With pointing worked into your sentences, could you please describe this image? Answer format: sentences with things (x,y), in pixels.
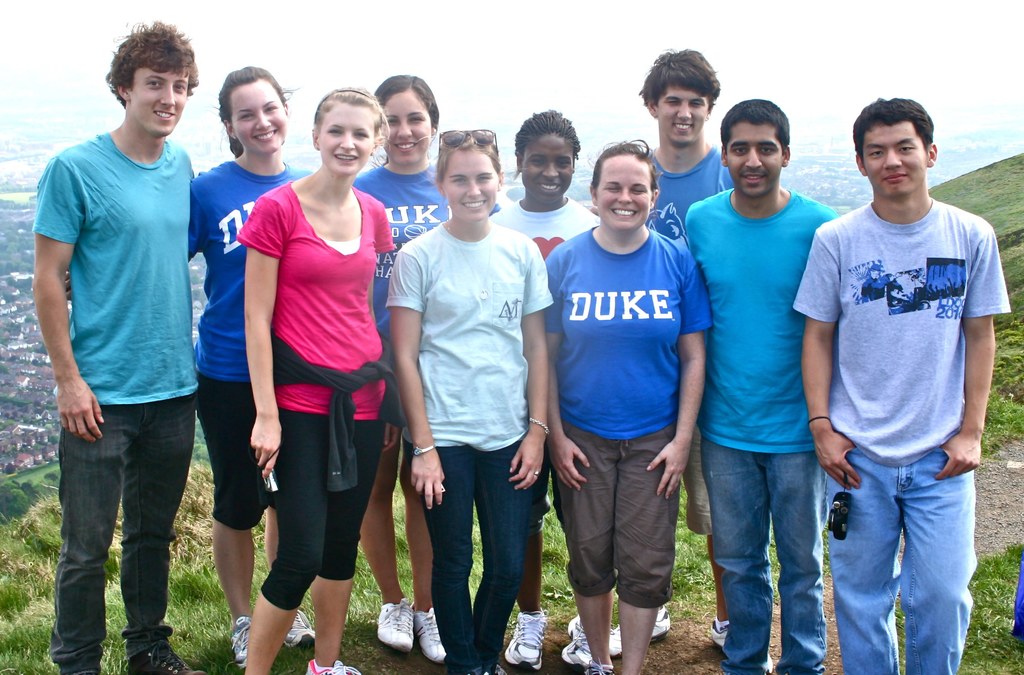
In this image we can see men (91,328) and women (448,490) standing on the ground (400,545). In the background (968,186) there are buildings (37,331), trees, hills (988,195) and sky (506,85).
